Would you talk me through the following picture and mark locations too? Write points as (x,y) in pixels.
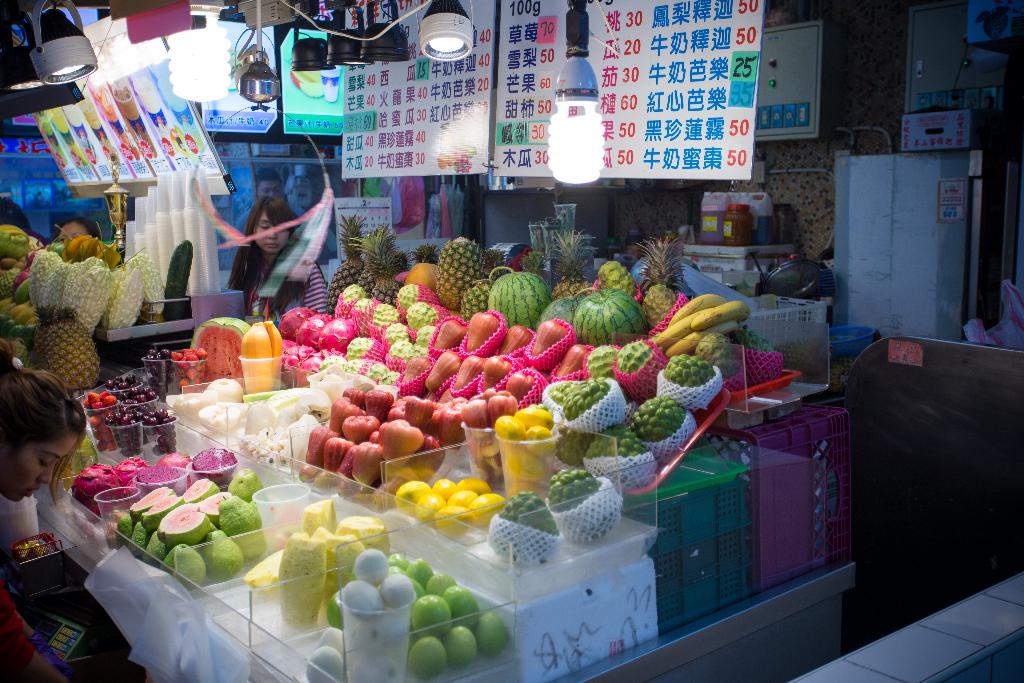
This picture might be taken in a market (417,550), in this picture in the center (516,329) there are different types of fruits (486,315) and there are some people (246,229) who are standing and selling fruits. On the top of the image (283,98) there are some lights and some boards (464,111), and in the background (729,261) there are some containers (751,229), bottles (767,228) and some other objects (951,329).
